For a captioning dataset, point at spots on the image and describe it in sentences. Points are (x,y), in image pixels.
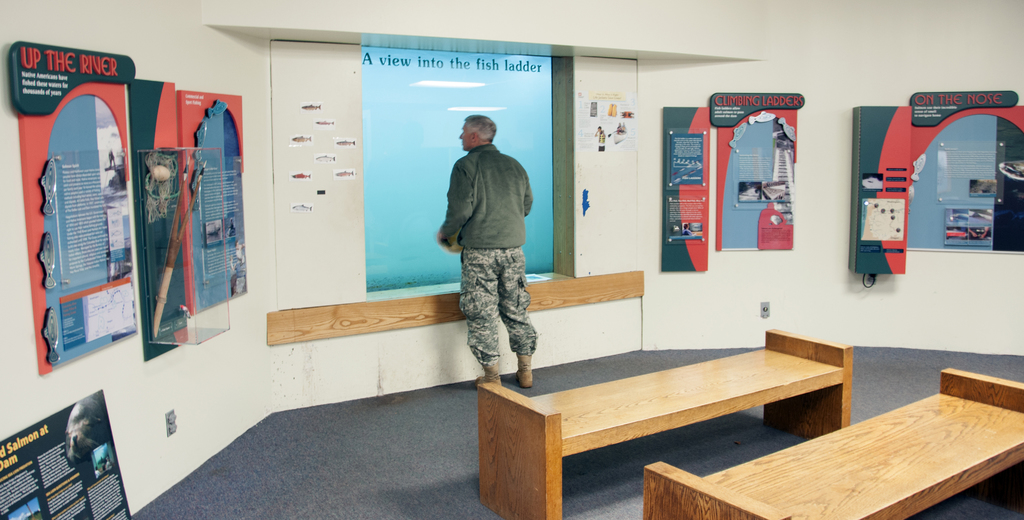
In the picture there are many boards (79,170) attached to the wall (8,221), all the boards (97,161) are containing some information (68,224) and some objects (165,276), there is a man (463,176) standing in front of a glass (418,264) and behind the man (462,305) there are wooden benches (799,392).
